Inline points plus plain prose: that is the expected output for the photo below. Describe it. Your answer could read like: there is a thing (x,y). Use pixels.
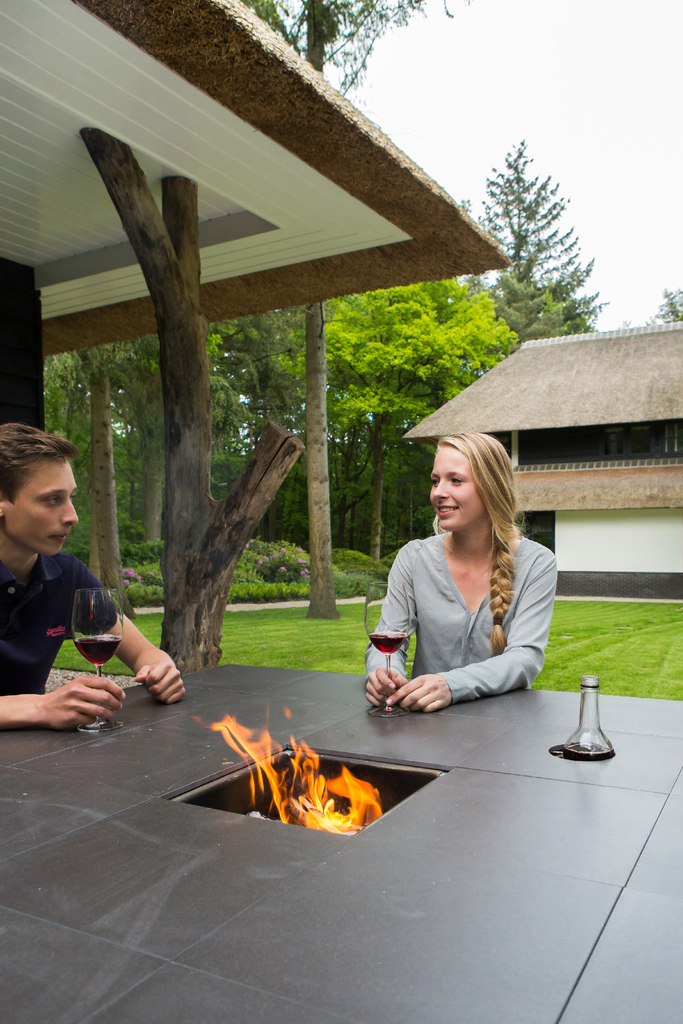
In the middle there is a fire (315,808), In front of that fire (309,798) there are two people (55,573) on that, in the middle (419,593) she wear gray t shirt (448,610) she hold a glass (386,663), she is smiling. On the left (46,583) there is a man (70,615) he is holding a glass (100,657) he is staring at woman (454,492). In the background (444,430) there is a tree (455,343), house (580,405), grass (609,619), plants (273,568) and sky (534,115).
